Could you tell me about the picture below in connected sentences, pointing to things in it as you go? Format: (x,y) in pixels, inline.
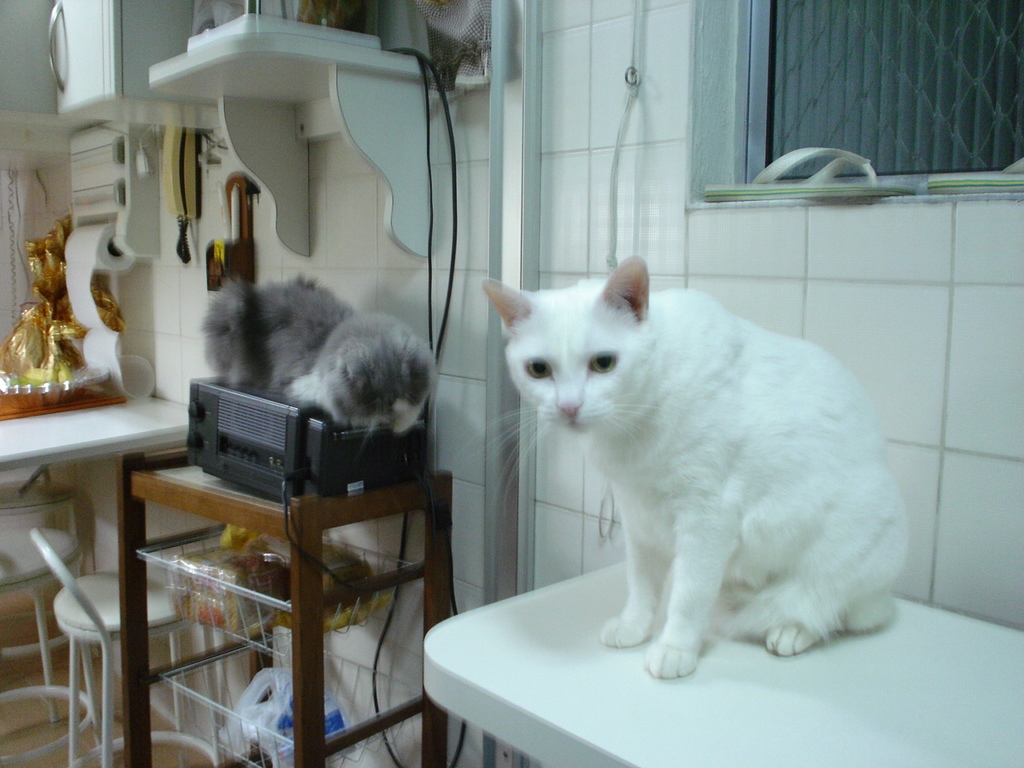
This is a picture taken in a room (372,662), in this there is a two tables (123,532). On white table (474,688) there is a cat (720,419) and on a music system (281,436) there is other cat (298,359). Background of this is a wall (574,162) which is in white color.
